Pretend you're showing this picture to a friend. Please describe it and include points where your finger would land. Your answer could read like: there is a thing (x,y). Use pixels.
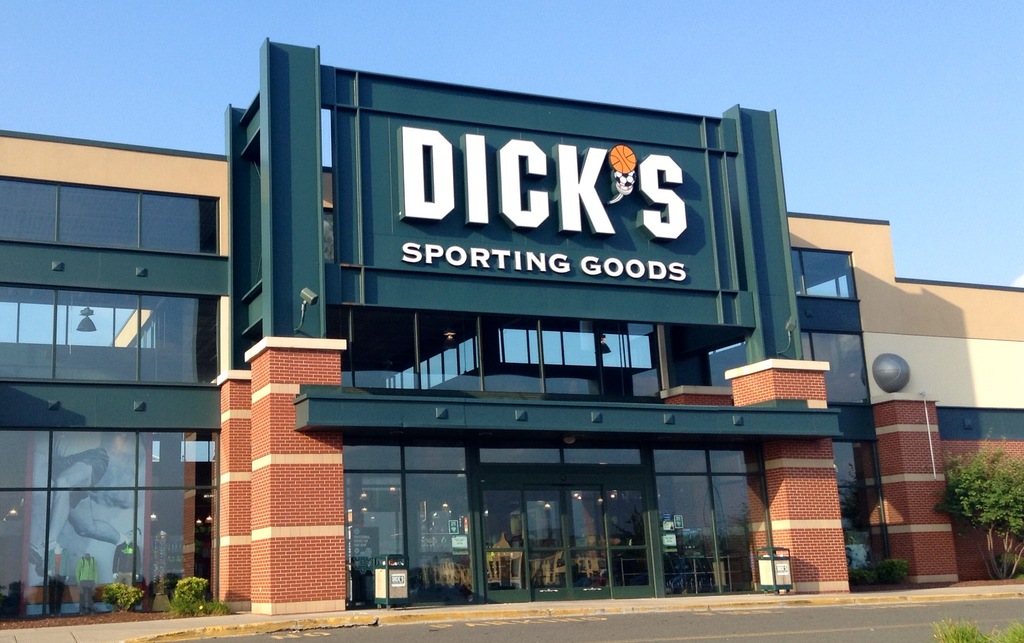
Bottom right side of the image (1008,629) there are some trees (985,505) and plants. Bottom left side of the image (130,589) there are some plants (225,613). In the middle of the image (662,375) there is a building (830,578). Behind the building (176,160) there is sky (56,12).
